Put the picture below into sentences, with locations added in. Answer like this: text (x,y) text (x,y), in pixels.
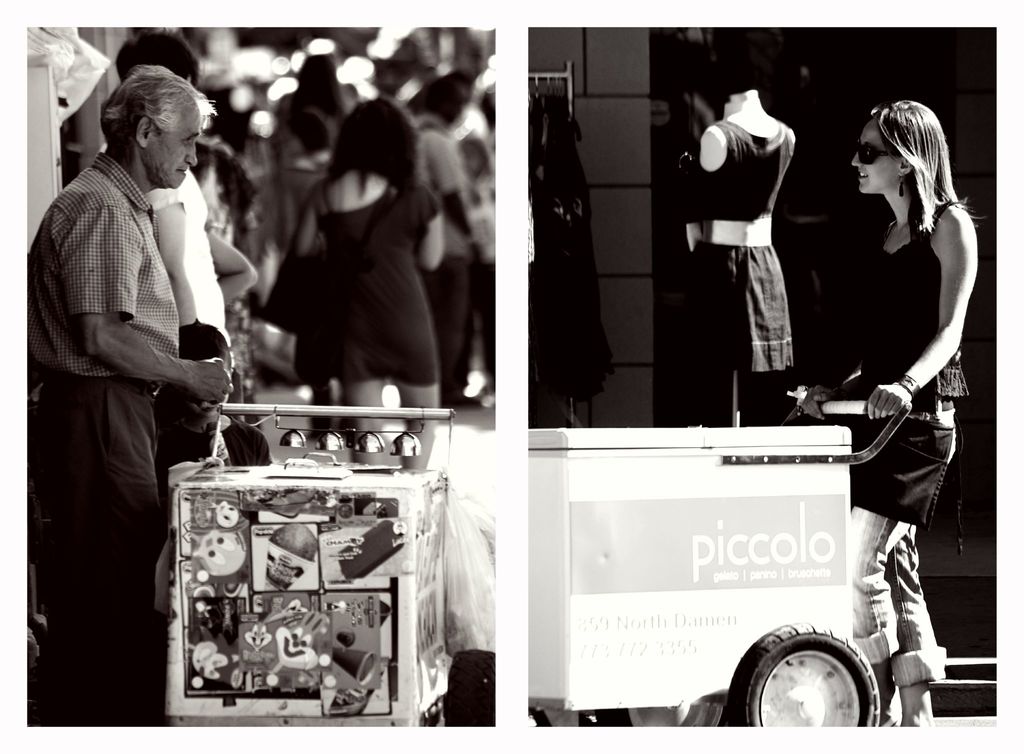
It is a black and white collage image, in the first image there is an old man (111,382) and in front of him there is an ice cream vehicle (236,483), behind him there are few other people (306,223) and on the right side (887,406) there is a woman (894,330) and in front of the women (886,648) there is a small vehicle (696,576), behind her there is a mannequin (720,198) and clothes (582,207).
